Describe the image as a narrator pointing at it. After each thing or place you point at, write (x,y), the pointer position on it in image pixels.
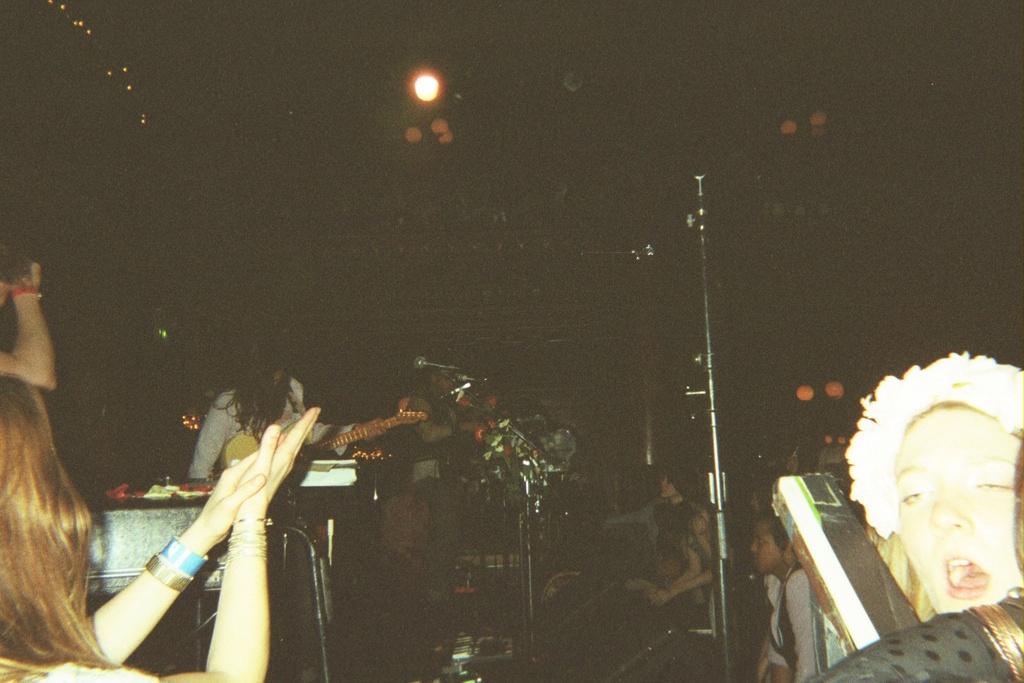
To the bottom left of the image (252,486) there is a person (285,439) sitting and clapping. To the right bottom corner of the image (957,633) there is another person (903,582). In the middle of the image (436,417) there are few people (453,405) playing musical instruments (497,479). There is a black background (363,406). And to the top of the image (421,97) there is a light (428,86) in the middle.
